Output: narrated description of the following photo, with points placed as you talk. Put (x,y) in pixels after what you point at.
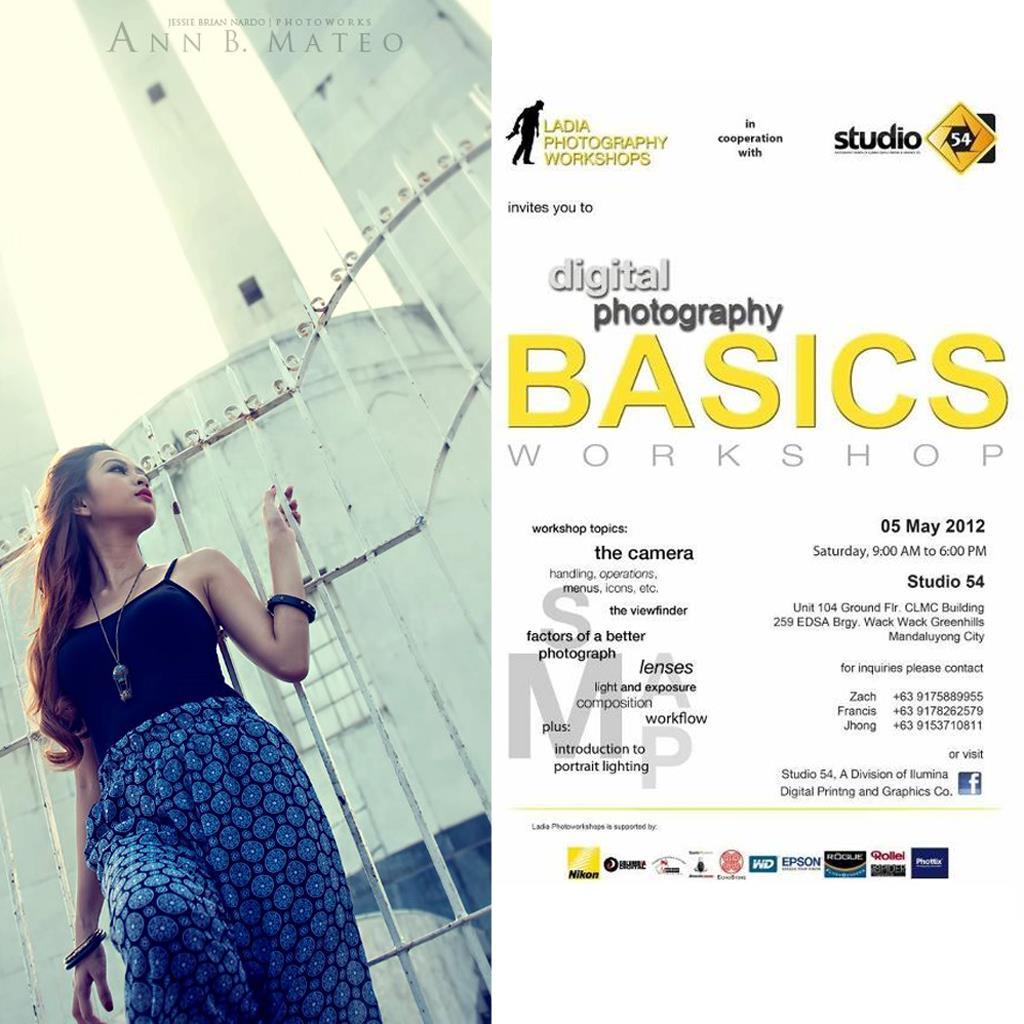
On the right side of the picture (990,492) we can see a poster (915,605) with some information (893,537). On the left side (283,517) we can see a woman (180,712) standing near to the fence (294,524), holding a grill (301,541). At the top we can see a watermark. In the background (228,521) we can see a building (262,272).
